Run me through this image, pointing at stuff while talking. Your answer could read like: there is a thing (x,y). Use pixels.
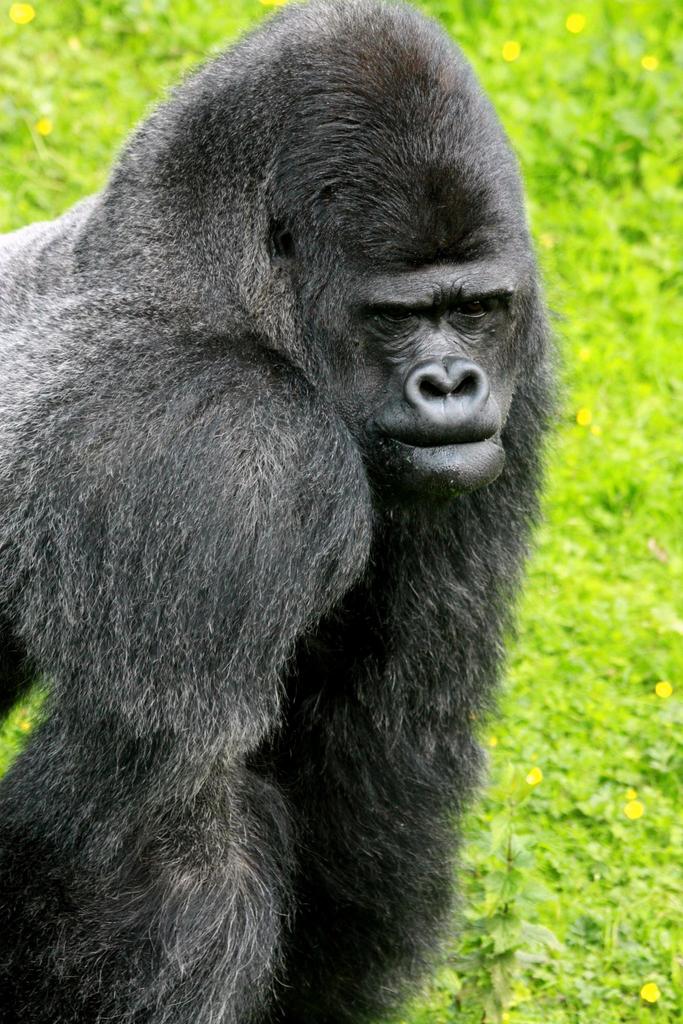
This image is taken outdoors. In the background (548,976) there are a few plants (641,376). On the left side of the image (105,308) there is a gorilla (256,619).
